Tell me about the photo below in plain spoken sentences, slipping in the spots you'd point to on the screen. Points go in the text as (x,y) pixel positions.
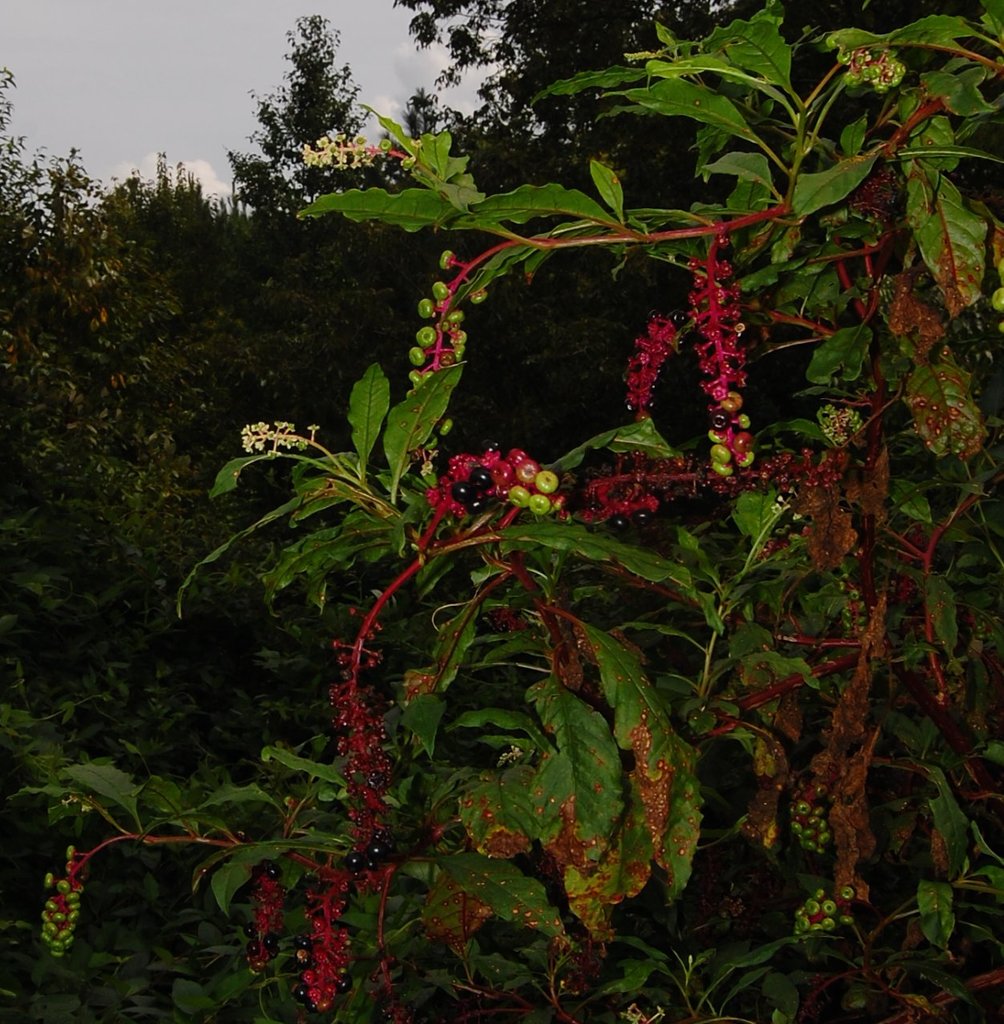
In this image there are trees (558,645) and some flowers (696,473) on it.
